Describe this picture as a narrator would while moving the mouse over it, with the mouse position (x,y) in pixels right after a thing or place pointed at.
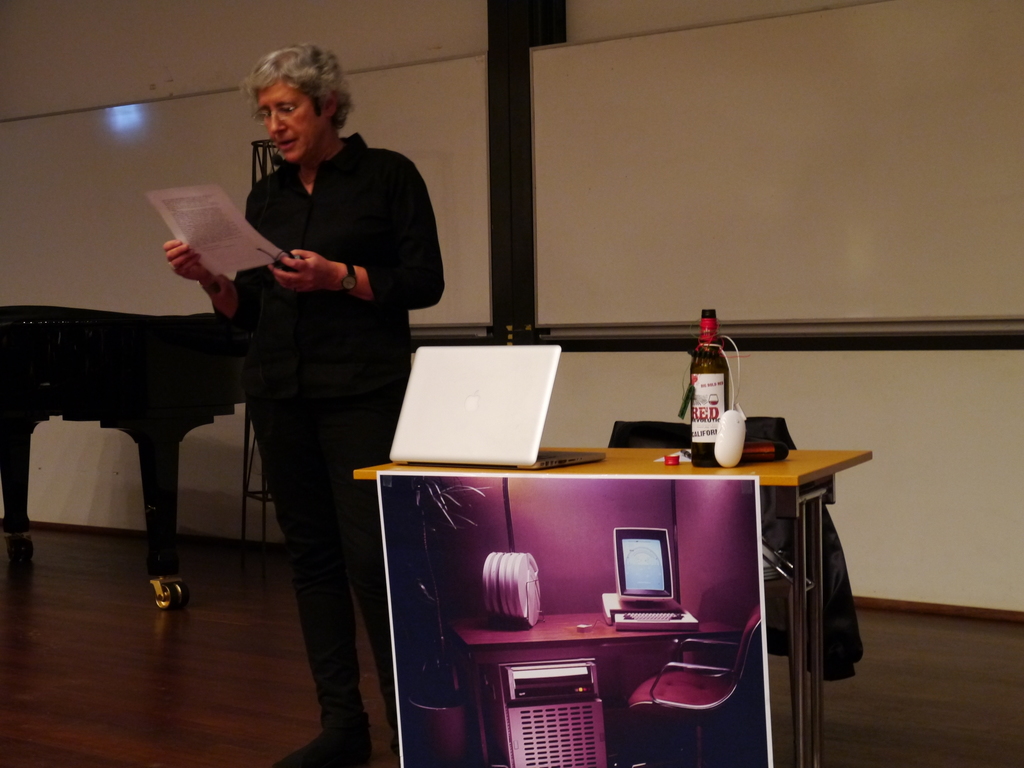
In this image there is one person (315,377) who is standing and she is looking at paper (190,208) it seems that she is reading. On the background (151,120) there is a wall (169,54) beside that woman (273,239) there is one piano (115,331) and in the center (658,465) there is a table (776,482), on that table (765,476) there is one laptop (520,410), bottle (703,409), mouse (726,433) is there and on the bottom (472,531) there is one poster (457,666).
